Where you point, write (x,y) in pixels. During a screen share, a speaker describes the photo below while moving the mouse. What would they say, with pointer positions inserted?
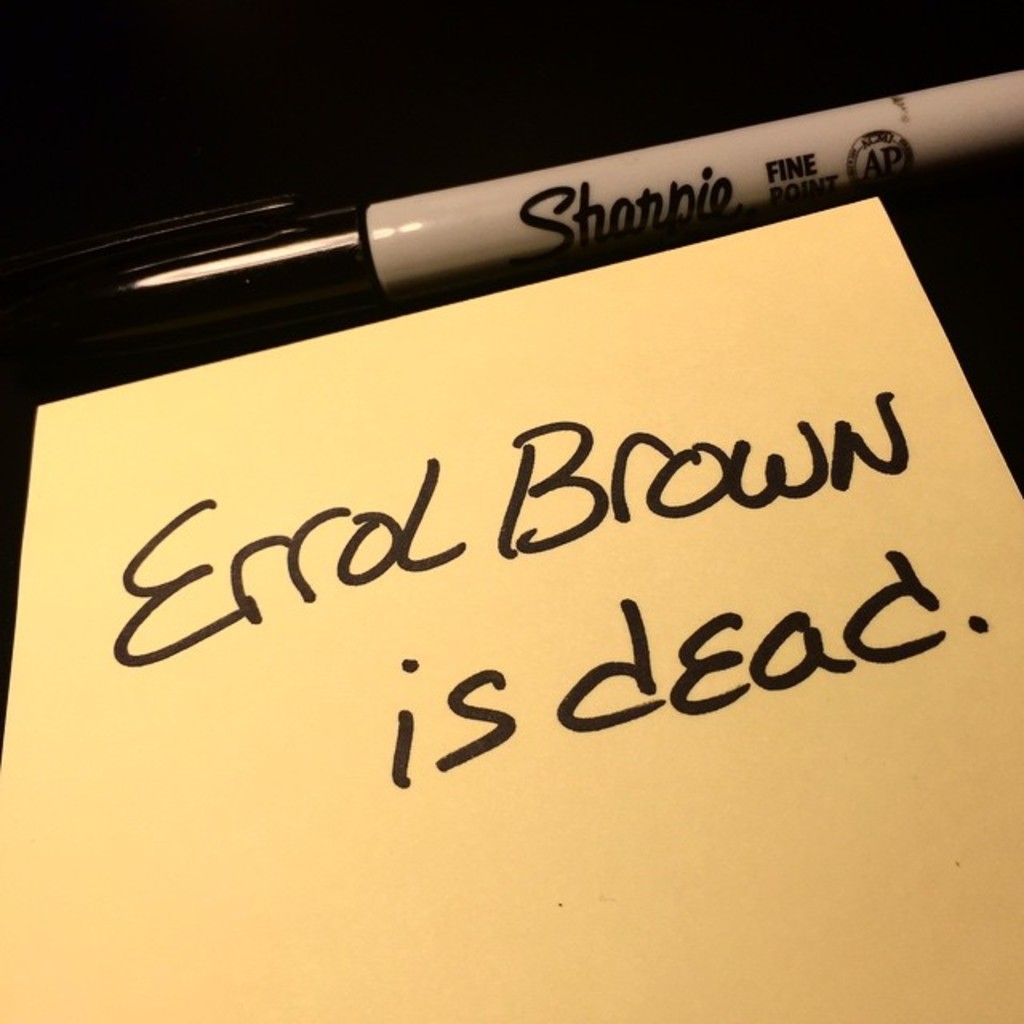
In this picture there is text (770,670) on the paper (884,780) and there is a marker (779,190) and there is a text (888,170) on the marker (823,187). At the back (490,41) there is a black background (462,43).
